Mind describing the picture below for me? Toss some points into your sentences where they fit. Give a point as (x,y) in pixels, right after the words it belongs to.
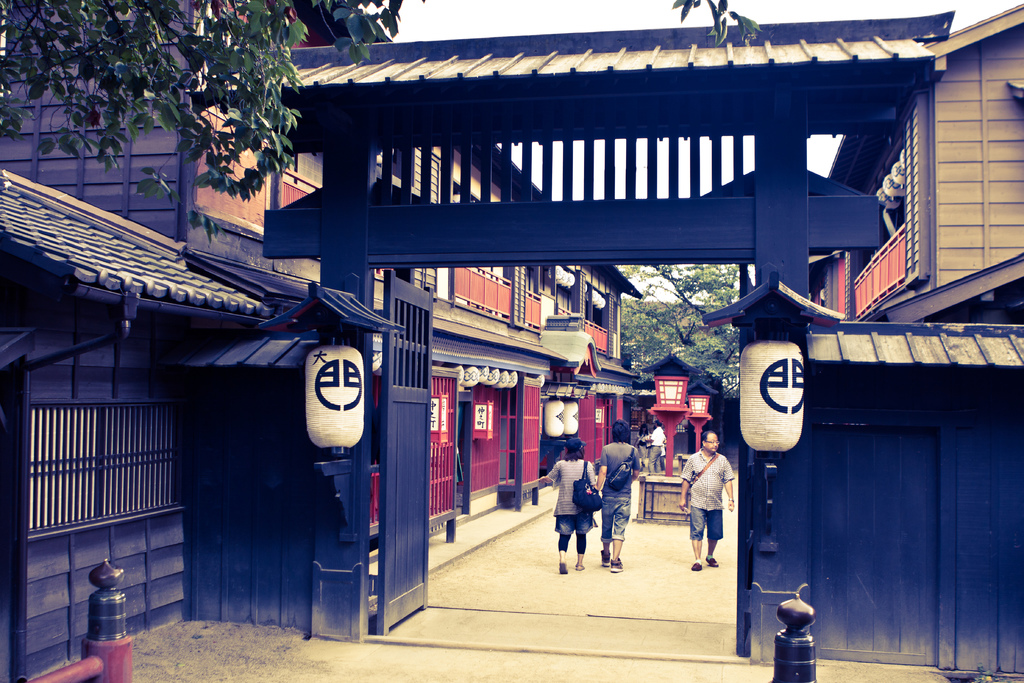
In this image there are some buildings (90,364), and in the center (626,421) there are some people (660,462) walking and they are wearing bags (625,488). At the bottom (457,614) there is a walkway (618,610), and in the background (689,311) there are some trees (679,323). And on the left side of the image (69,99) there is a tree (117,122), and in the center (415,405) there is a gate (406,443) and some objects (677,416).
